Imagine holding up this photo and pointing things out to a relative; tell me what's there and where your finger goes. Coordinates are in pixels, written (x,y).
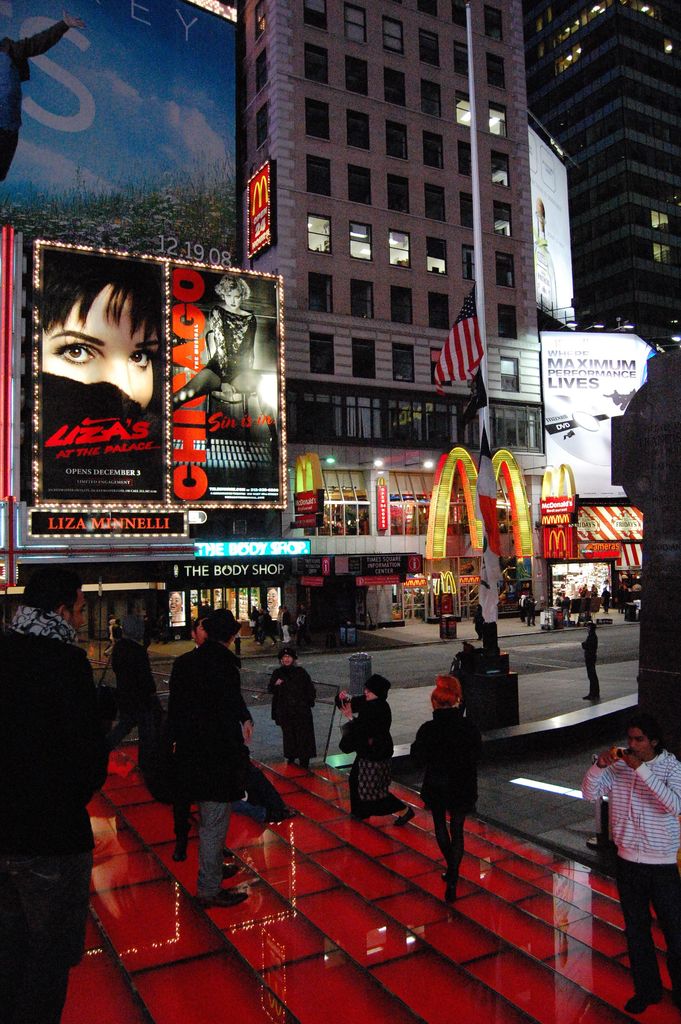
This image is clicked on the road (323,656). In the foreground (245,924) there are people (221,817) standing on the steps (402,837). Beside them there is a road (402,659). In the background (299,158) there are buildings (414,114). There are boards (128,359) with pictures (562,424) and text (559,366) on the buildings (358,427). In front of the building (402,269) there is a flag (458,374).
